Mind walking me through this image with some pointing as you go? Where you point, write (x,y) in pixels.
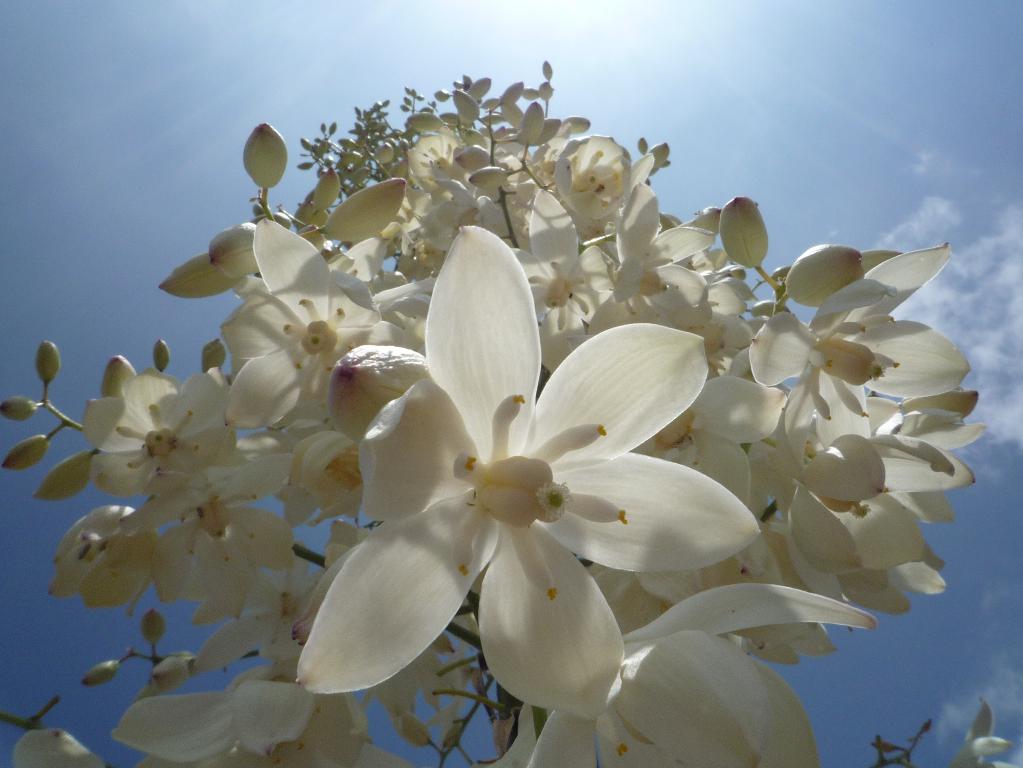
In this image in the foreground (322,444) there are some flowers (609,399), and at the top of the image (681,81) there is sky (817,131).
